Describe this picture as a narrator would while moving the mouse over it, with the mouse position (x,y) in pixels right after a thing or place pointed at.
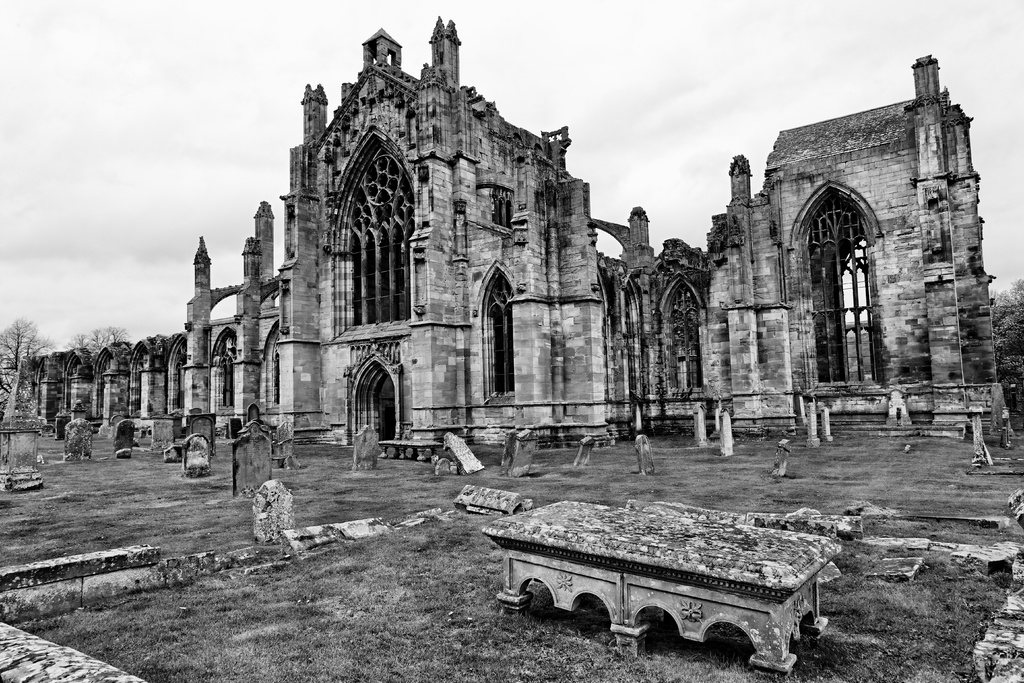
I see this is a black and white image and I see a building (447,338) over here and I see the ground (24,502) on which there are many tombstones (246,481) and in the background (763,75) I see the sky (551,107) and I see trees (1022,346).
